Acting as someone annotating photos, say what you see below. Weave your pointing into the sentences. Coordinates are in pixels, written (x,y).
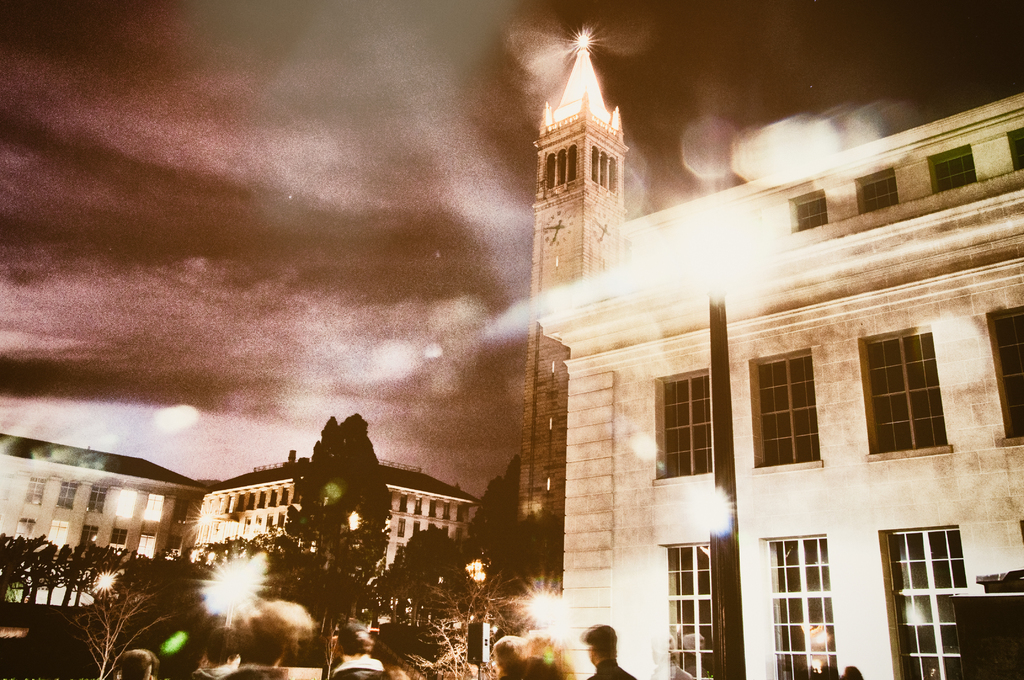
It is an over lighted image. In the right side (822,328) there is a big building (800,416). In the left side (180,598) there are trees (353,615).
